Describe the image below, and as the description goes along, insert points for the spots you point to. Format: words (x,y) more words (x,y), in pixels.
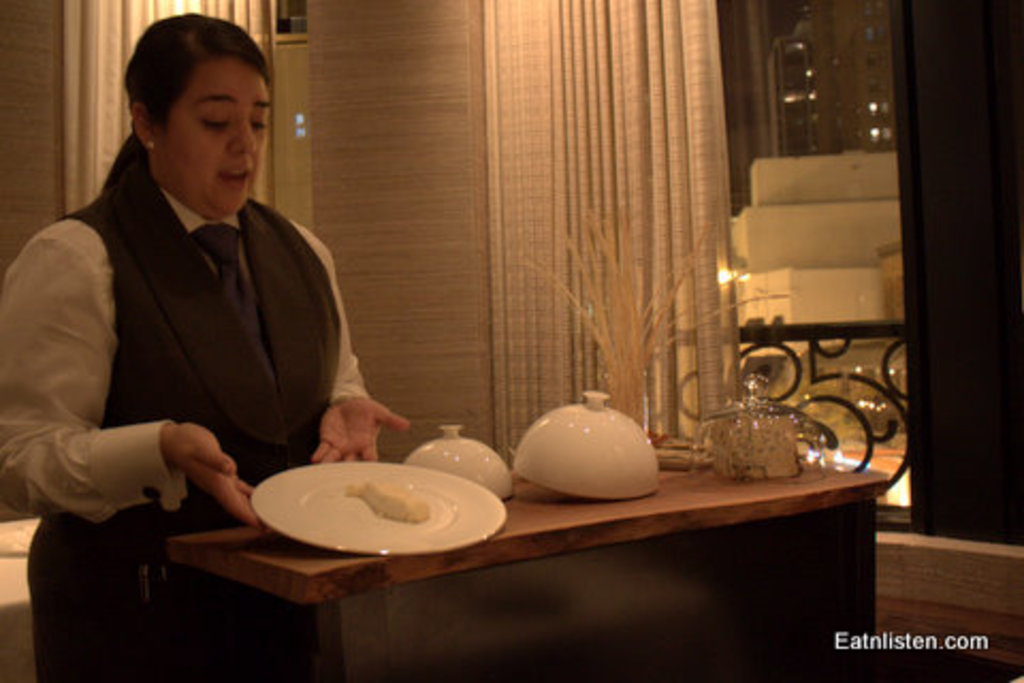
In this picture we can see bowls (471,453) and a plate (355,534) on the table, a woman (199,404) is holding the plate (345,518) with the help of her hands (370,453), in the background (572,206) we can see curtains (607,159).
